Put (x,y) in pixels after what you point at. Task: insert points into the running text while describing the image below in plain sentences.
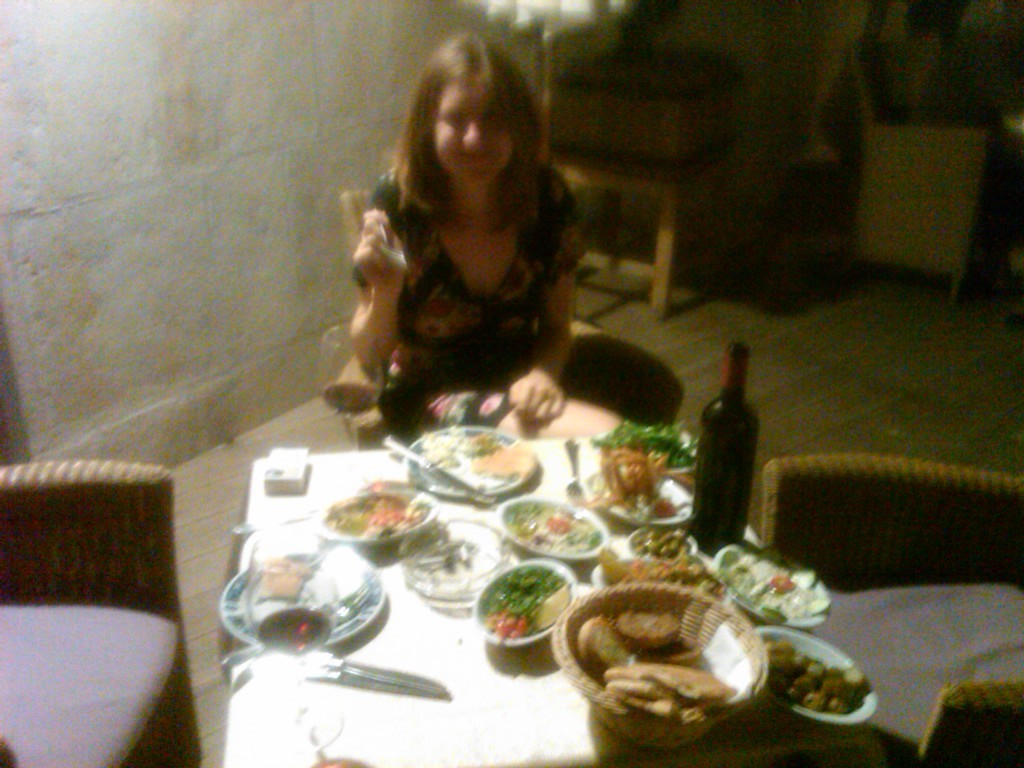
This woman (520,214) is sitting on a chair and holding spoon (389,252). In-front of this woman (481,345) there is a table (560,753), on a table (574,753) there is a basket (595,691), bowls (563,580), plates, bottle (707,505) and food (509,458).
